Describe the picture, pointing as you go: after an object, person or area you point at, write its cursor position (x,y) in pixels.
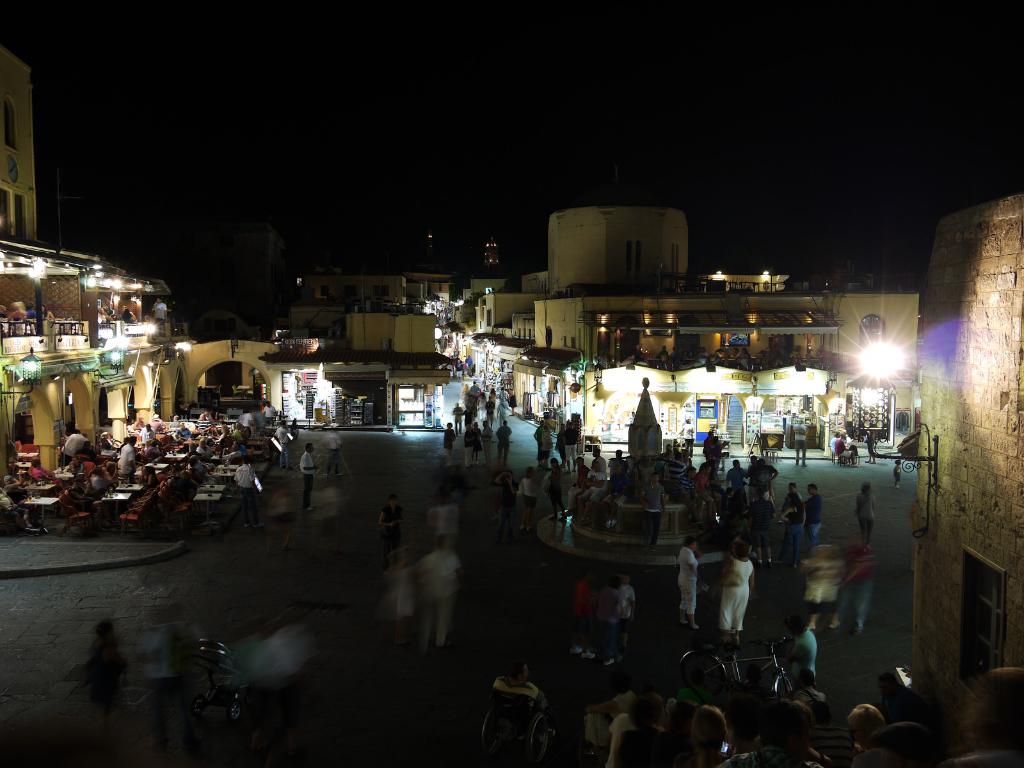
In this image there are group of people (716,735) and there are buildings (980,501) and tables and chairs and there are lights (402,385) on the buildings (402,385). At the top (378,105) there is sky (494,88). At the bottom (419,632) there is a road (413,693).
